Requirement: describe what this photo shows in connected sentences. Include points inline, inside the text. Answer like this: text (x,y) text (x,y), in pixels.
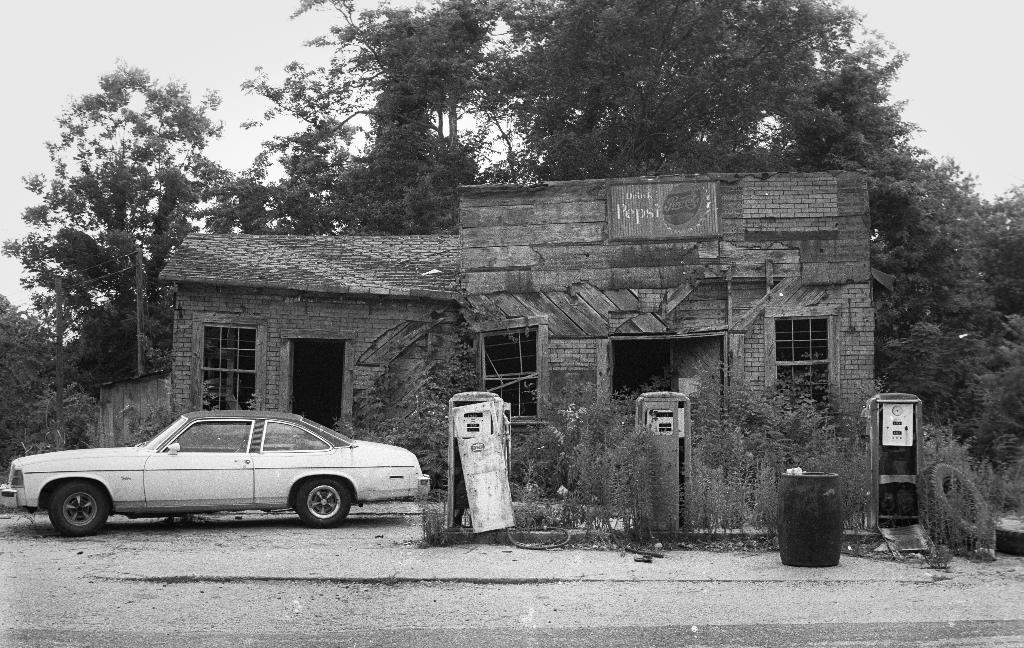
In this image I can see the car (129,488). To the side of the car (408,473) I can see the machines (500,504), plants (731,490), dustbin (809,496) and the house (416,324) with windows (516,336). In the background (448,151) I can see many trees (443,10) and the sky (73,94).
